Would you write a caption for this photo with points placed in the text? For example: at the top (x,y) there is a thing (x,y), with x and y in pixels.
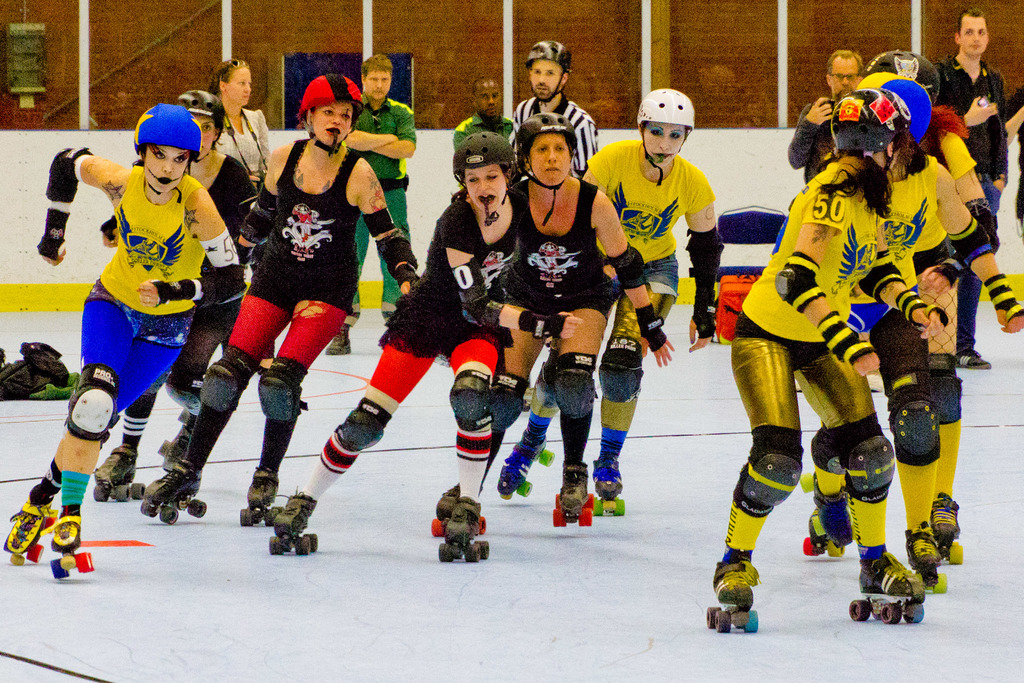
In the foreground of this picture (557,359), there are persons (476,278) skating on the floor (375,590) and few are standing. In the background (215,50), there is a wall (621,26).
